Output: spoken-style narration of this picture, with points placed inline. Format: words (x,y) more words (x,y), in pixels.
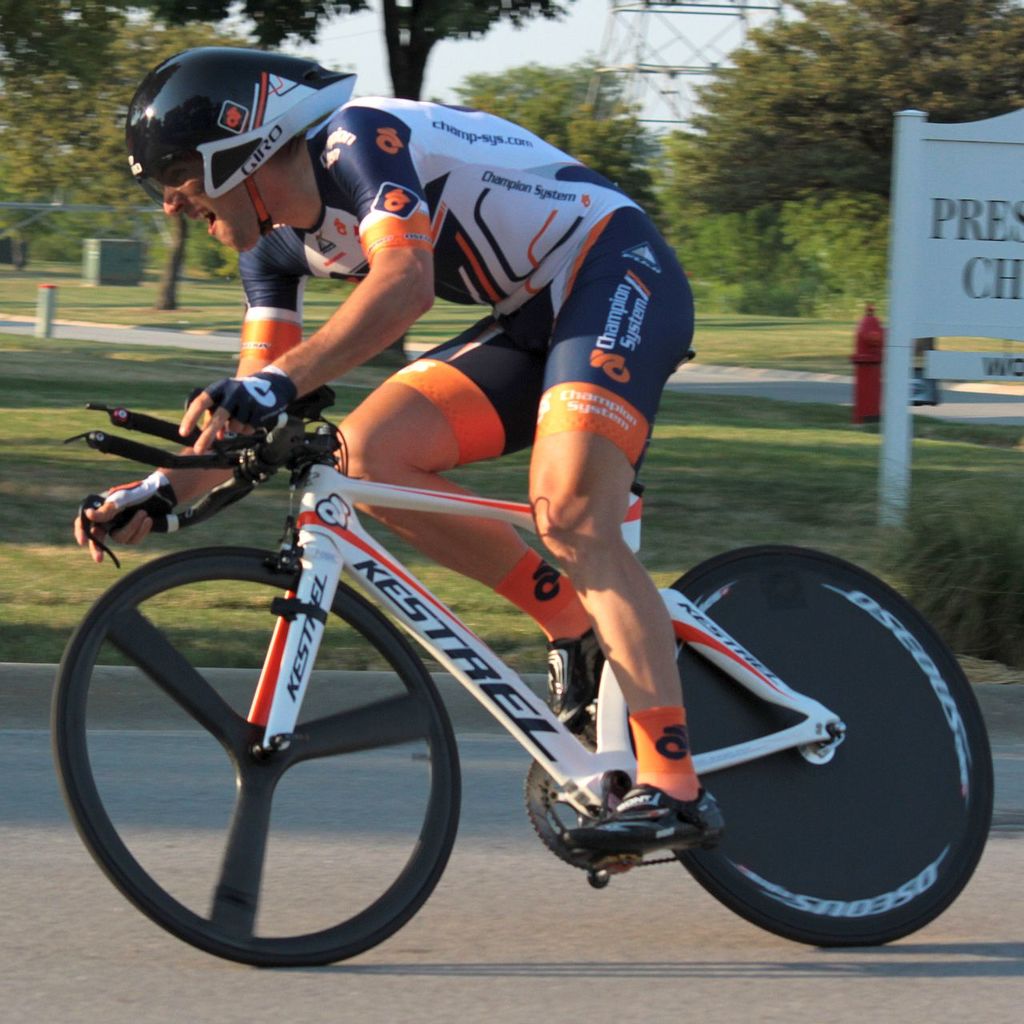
In this image we can see there is a person (493,410) riding a bicycle (433,839) on the road (703,981). In the background (850,215) there are trees (750,132). On the right side (895,166) there is a wooden board (935,254) with some text (964,234), beside that there is a fire hydrant (860,369).
